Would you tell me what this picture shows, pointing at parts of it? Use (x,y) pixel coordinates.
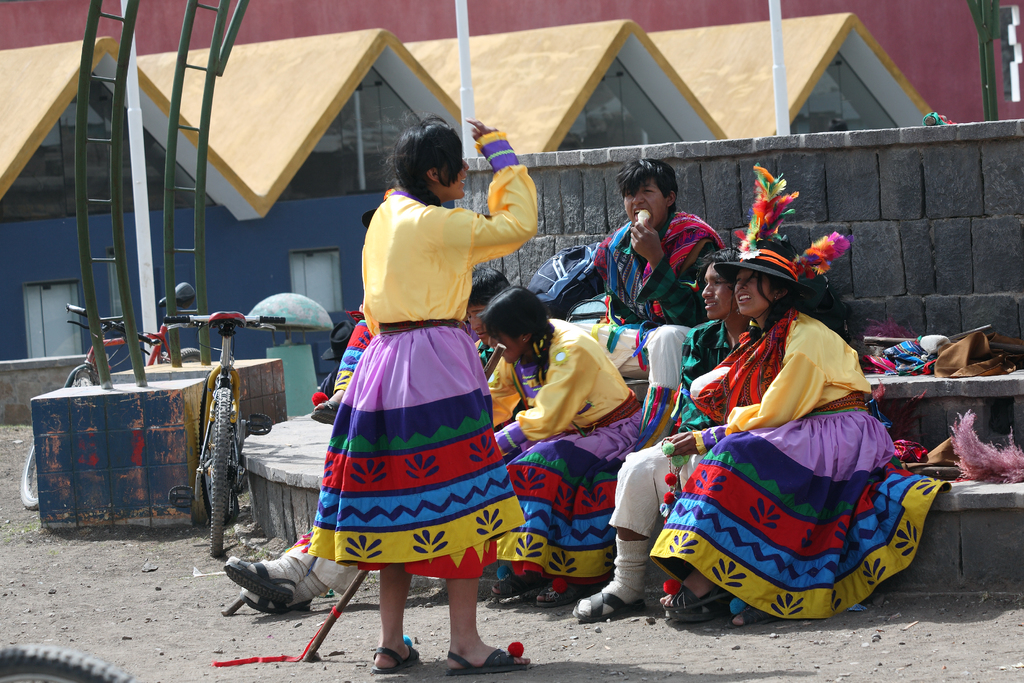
In the middle of the image (466,283), there is a person (473,253) in yellow color shirt (470,275), smiling and standing. Beside this person (445,448), there are persons (839,435) in different color dresses (752,402), sitting on the steps (927,383). Beside them, there is a brick wall (804,166). ON the left side (209,319), there are two bicycles (158,345). In the background (264,108), there is a building (496,104) having a yellow color roof (824,68).
